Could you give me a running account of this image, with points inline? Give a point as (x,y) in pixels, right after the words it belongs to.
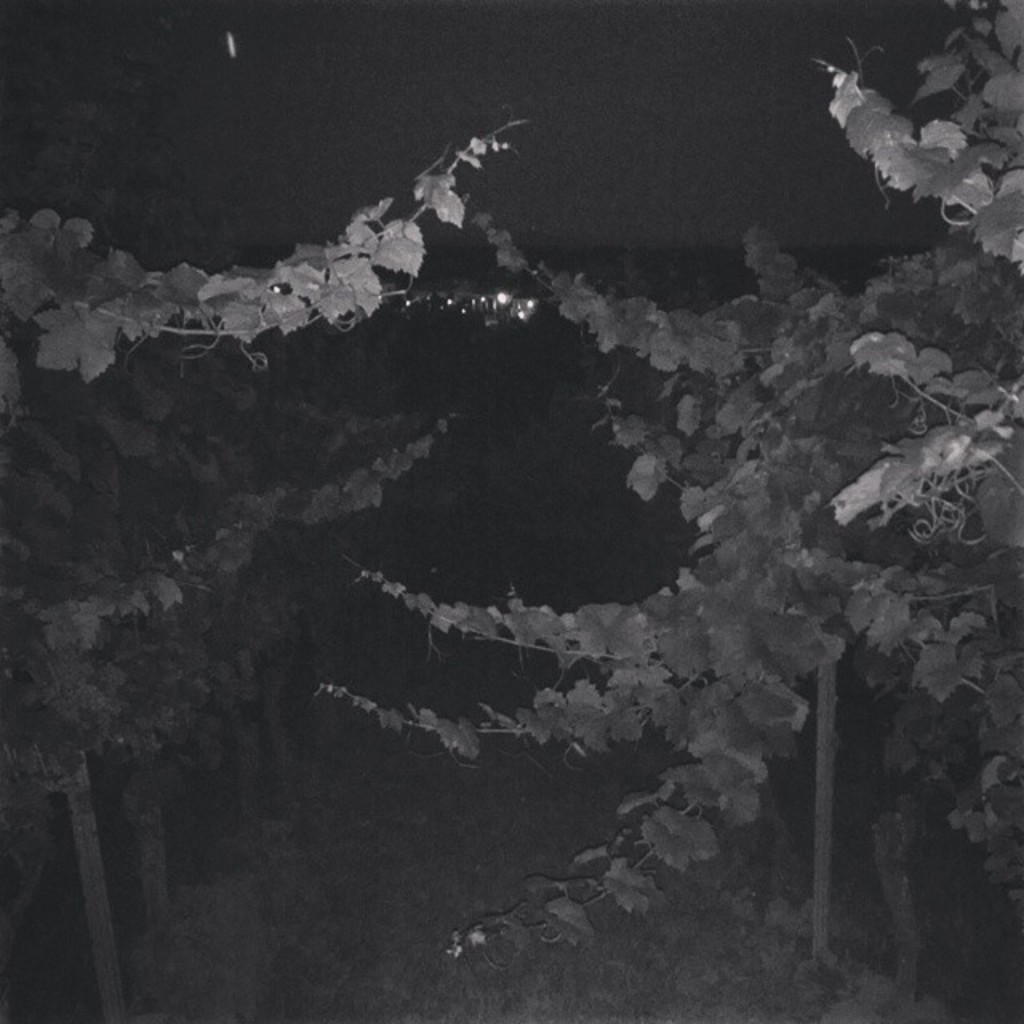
In this image I can see the dark picture in which I can see few trees (776,560), some grass (394,865) on the ground (511,872) and few lights (447,298). In the background (600,118) I can see the sky (549,81).
